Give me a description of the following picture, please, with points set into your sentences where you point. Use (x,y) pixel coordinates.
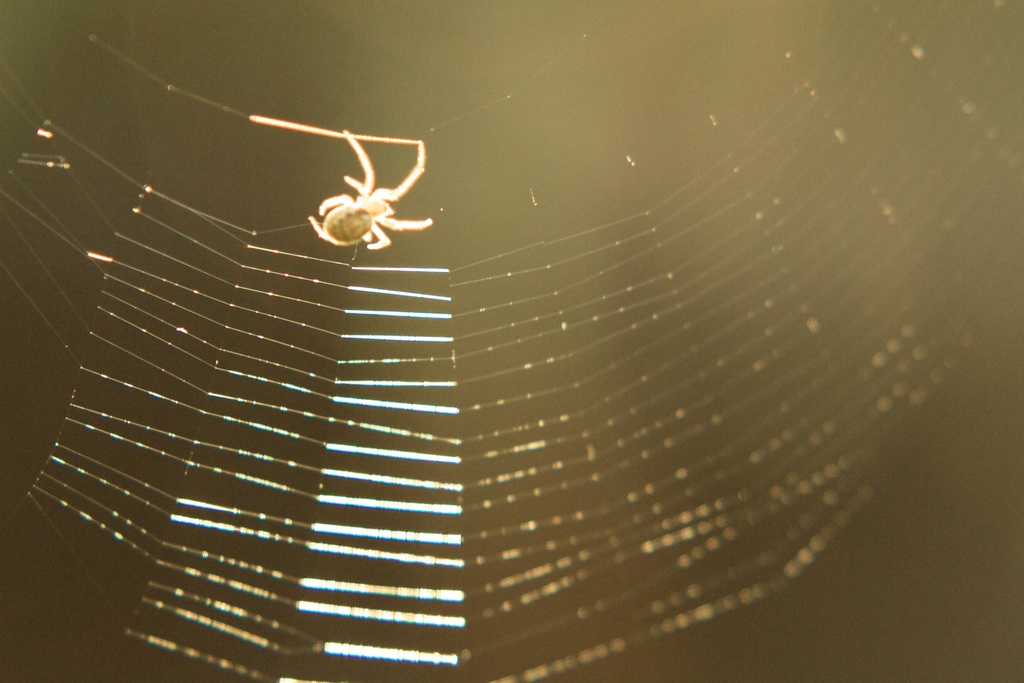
In this image there is spider (365,195) and its web (118,263).
